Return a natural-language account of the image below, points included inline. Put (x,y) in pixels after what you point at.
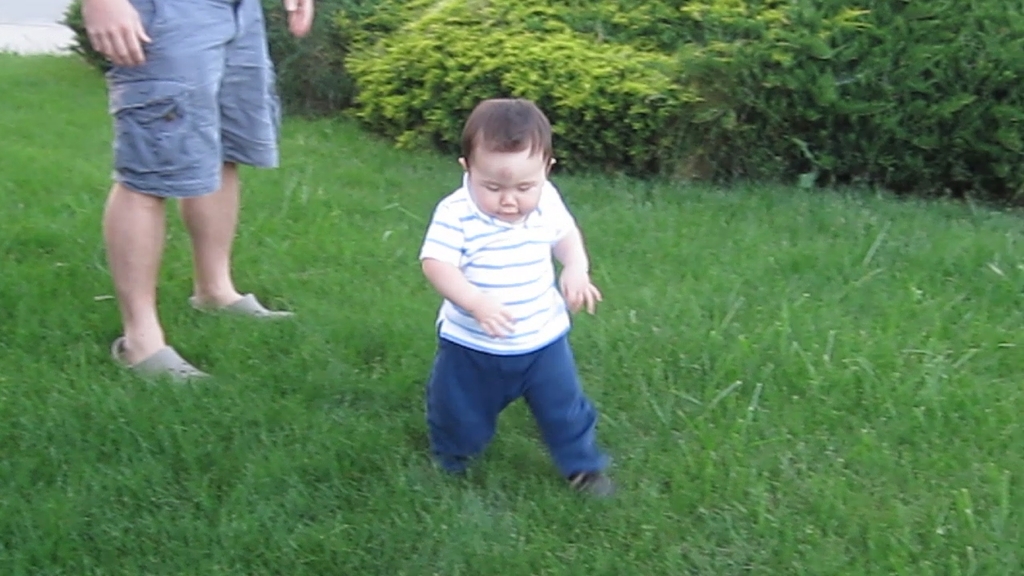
In this image, there are a few people (445,311). We can see the ground (718,284) with some grass (611,269) and plants (341,92).
